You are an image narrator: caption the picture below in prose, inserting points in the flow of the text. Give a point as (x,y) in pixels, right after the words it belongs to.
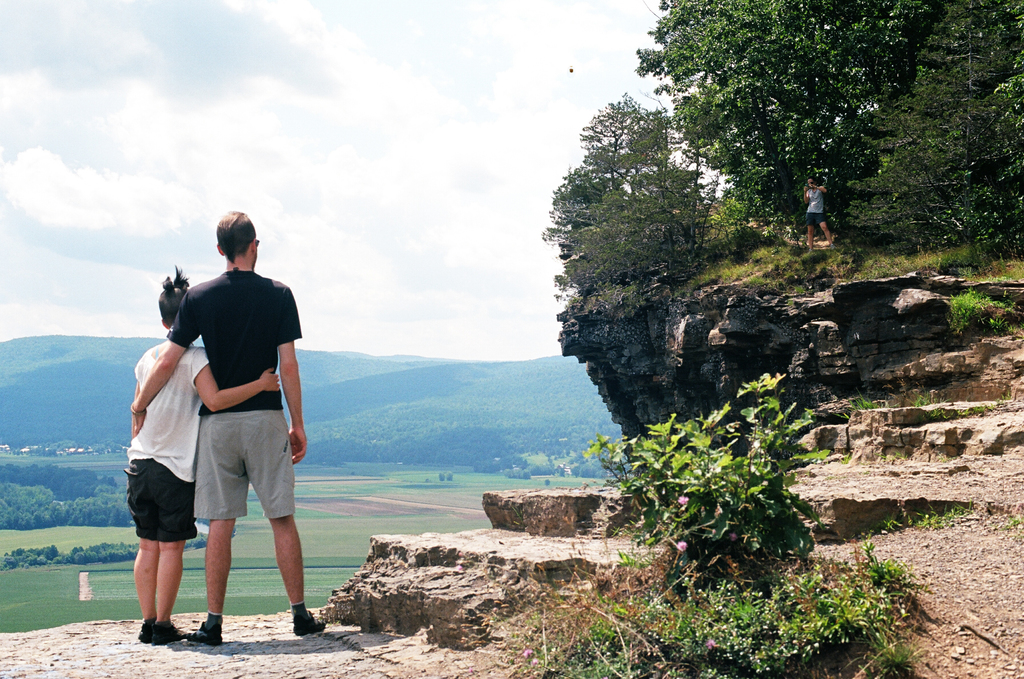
On the left side of the image (168,553) two persons (157,545) are standing. Behind them there are some trees (849,172) and grass (793,266) and hills (786,346). On the hill (778,265) a person (816,184) is standing and holding something. Behind her there are some trees (660,167). At the top of the image (598,95) there are some clouds (5,19) and sky (491,175).
